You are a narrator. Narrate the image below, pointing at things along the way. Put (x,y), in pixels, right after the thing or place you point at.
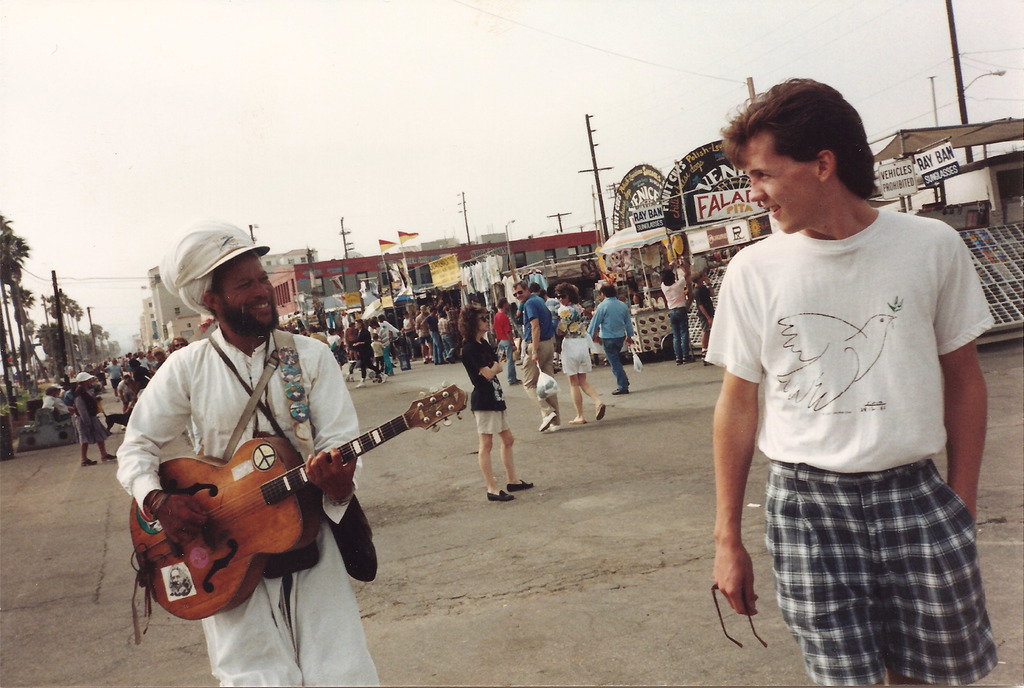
It is an exhibition, there are lot of people (478,362) here the first two people (195,504) are looking at each other, the first person (739,576) is holding spectacles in his hand (753,596) the second person (323,575) is holding a guitar (234,498) and he is wearing a hat (246,249), behind them there are some stalls (655,267) lot of stalls (456,286), poles (593,208) and in the background (70,262) there are lot of trees (25,250), sky (102,156).
